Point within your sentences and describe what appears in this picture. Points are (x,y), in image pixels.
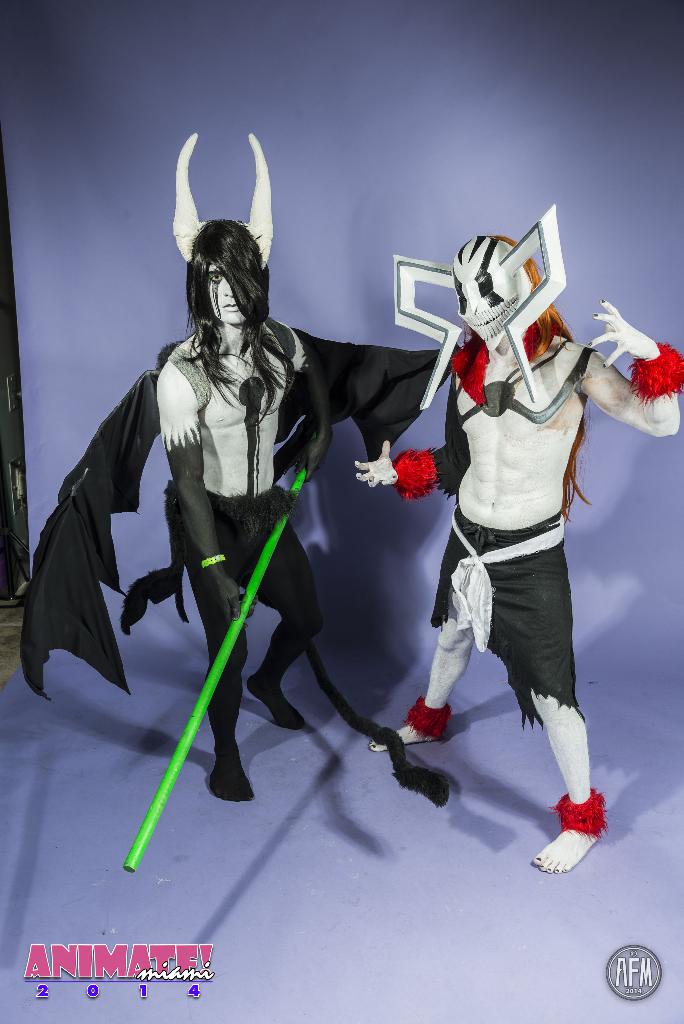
In this picture I can see two people (304,556) wearing different costume (300,584) and standing.
